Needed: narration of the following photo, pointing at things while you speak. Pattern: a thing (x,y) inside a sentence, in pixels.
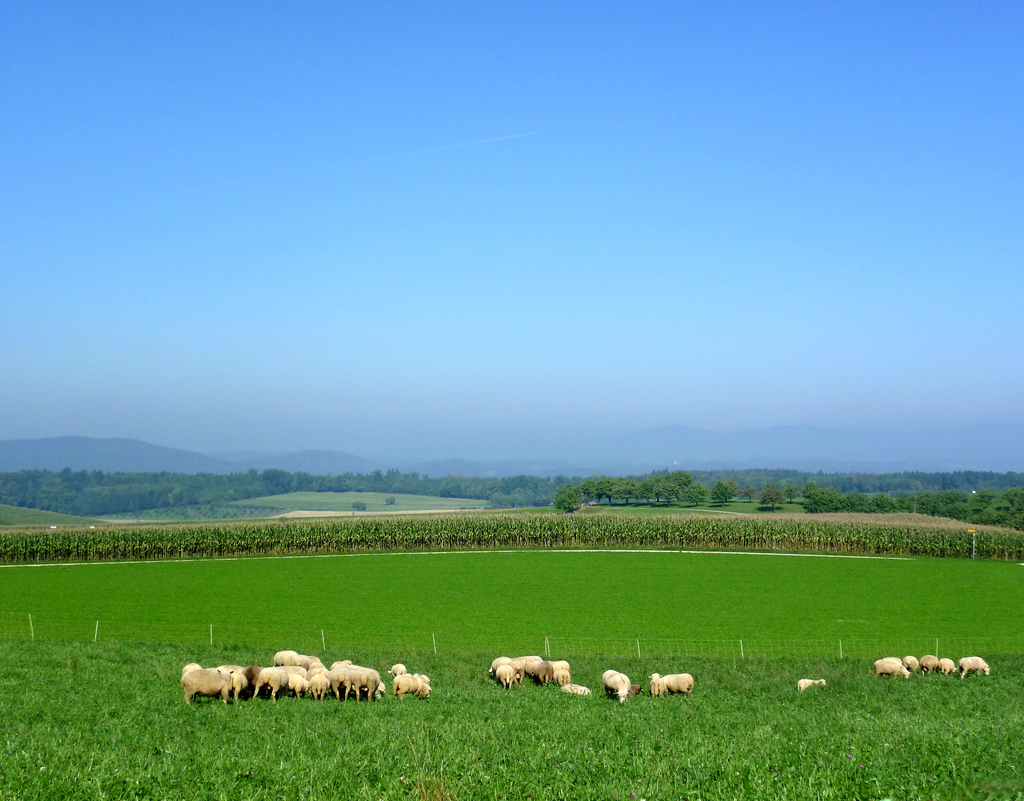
At the bottom of the image (421,741) we can see grass (262,745) and we can see some animals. In the middle of the image (665,452) we can see some trees (64,471) and hills (52,452). At the top of the image (563,41) we can see the sky (565,8).
